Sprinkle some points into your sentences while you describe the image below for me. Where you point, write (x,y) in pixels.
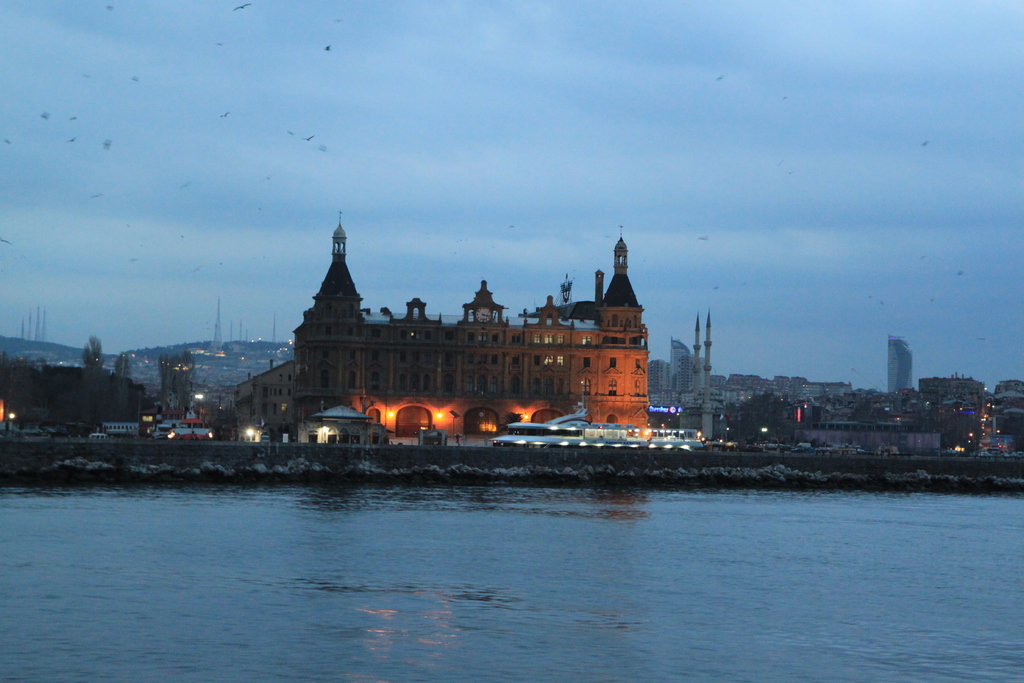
At the bottom of the image (662,535) there is water (300,604). Behind the water (194,593) there are lights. And also there is a building (606,376) with walls (355,387), windows (488,374), arches (412,409), pillars (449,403) and also there is a clock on the building (527,369). In the background (668,385) there are many trees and buildings (248,365) with lights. At the top of the image (303,120) there is sky (787,59).
